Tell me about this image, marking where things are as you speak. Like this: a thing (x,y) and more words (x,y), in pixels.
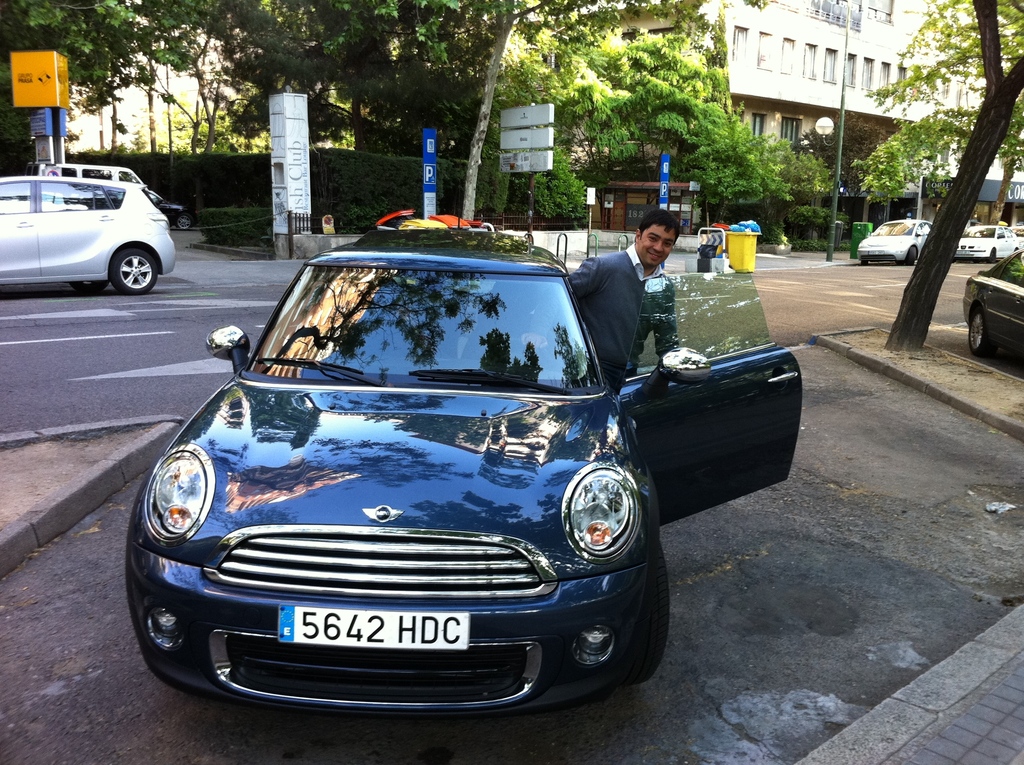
This image consists of a car (208,560) in blue color. We can see a man (605,306) beside the car (604,387). At the bottom (771,719), there is a road (773,616). In the background (417,86), there are trees (473,94) and building (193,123). And there are many cars (886,247) parked on the road (23,345).
